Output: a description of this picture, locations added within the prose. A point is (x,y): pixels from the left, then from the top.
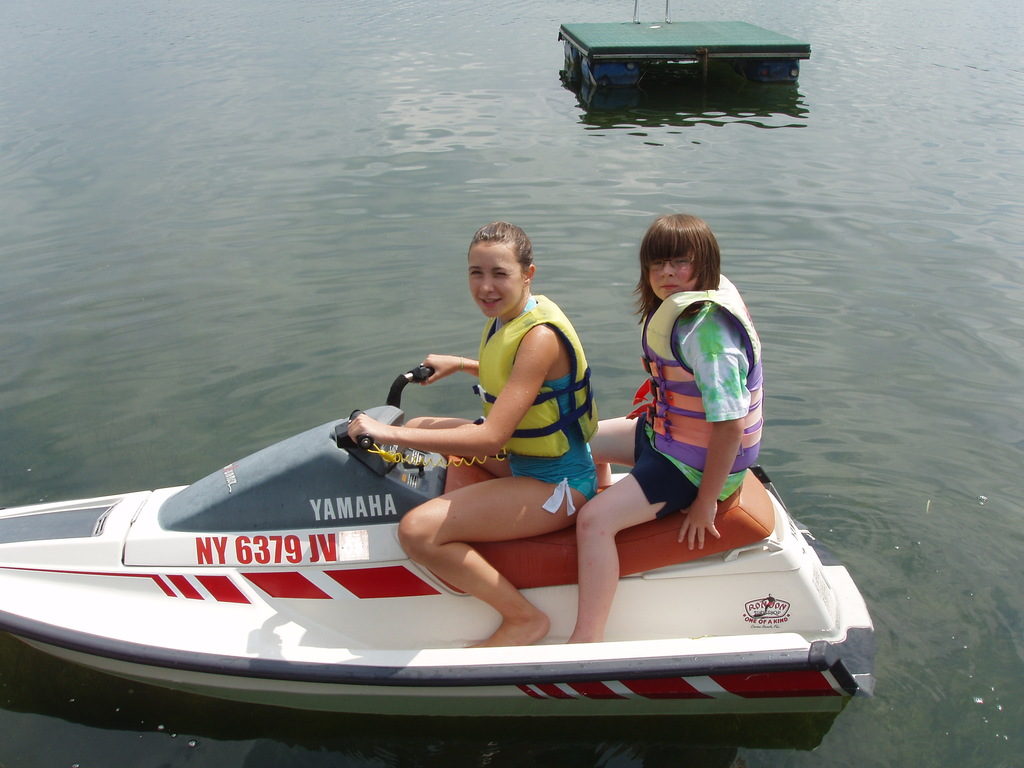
Two women (671,339) are sitting on the boat (633,627), this is water (514,190).
